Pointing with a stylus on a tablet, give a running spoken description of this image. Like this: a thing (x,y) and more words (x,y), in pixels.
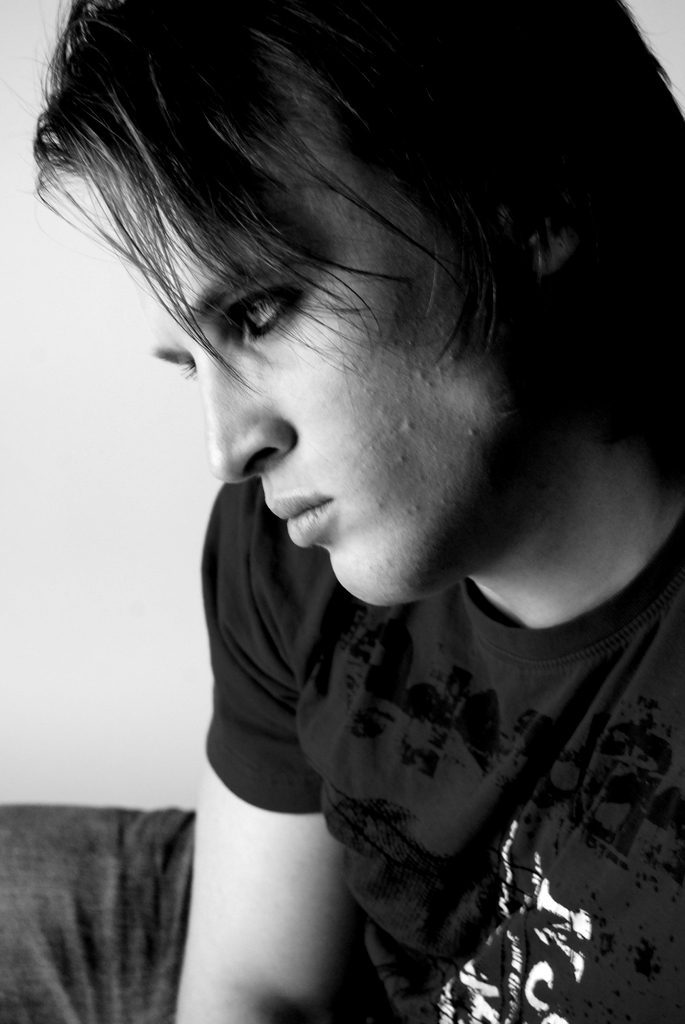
In this black and white picture there is a person (495,768). Background (66,652) there is a wall (133,404).
